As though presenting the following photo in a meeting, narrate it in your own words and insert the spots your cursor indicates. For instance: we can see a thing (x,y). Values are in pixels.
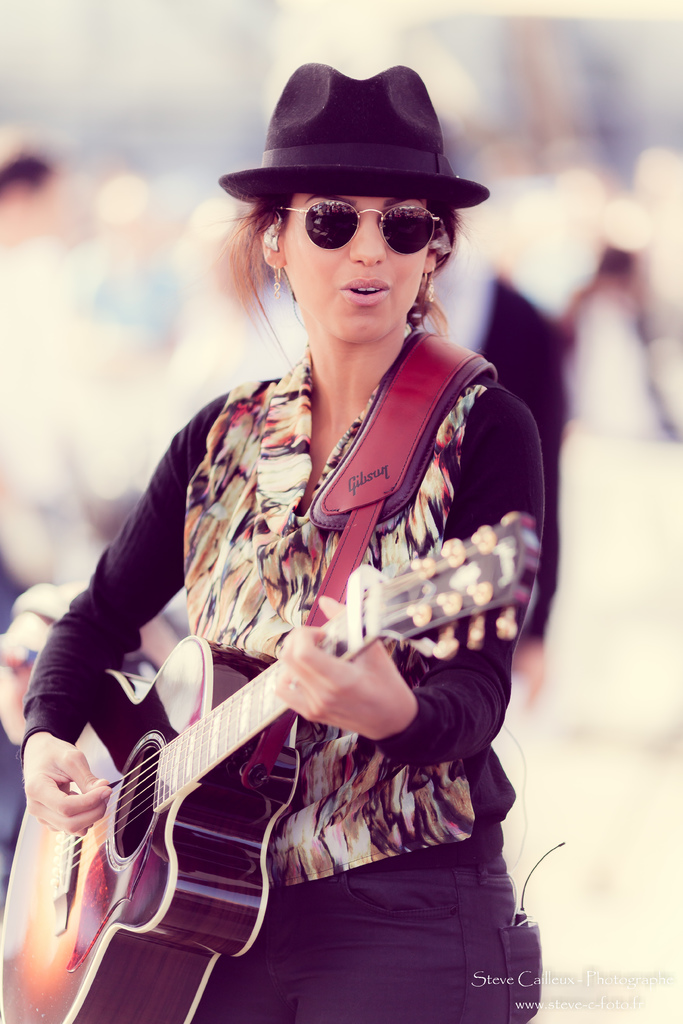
In this picture there is a woman (422,802) standing and playing guitar (12,1000). At the back (65,312) there are group of people (550,336) and the image is blurry. At the bottom right (622,974) there is text (631,983).
